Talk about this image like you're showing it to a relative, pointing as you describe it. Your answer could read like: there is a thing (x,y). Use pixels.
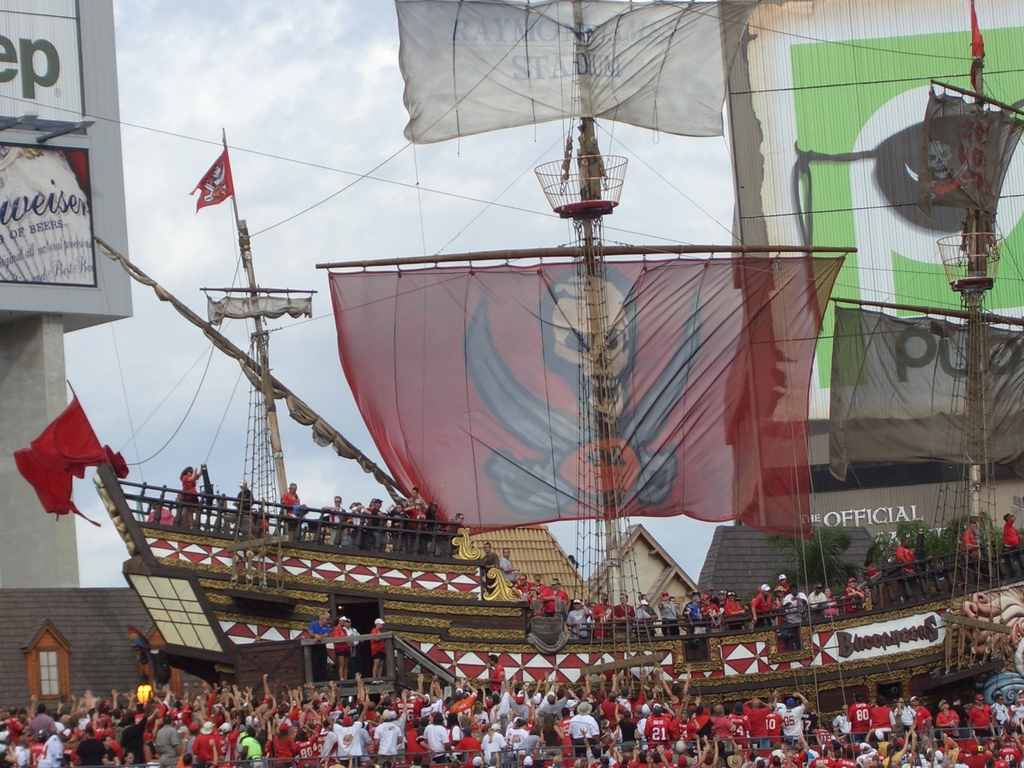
In this picture we can see group of people (443,709) and a ship (495,622), and also we can see few flags (227,175), buildings (105,114) and clouds (198,142).
